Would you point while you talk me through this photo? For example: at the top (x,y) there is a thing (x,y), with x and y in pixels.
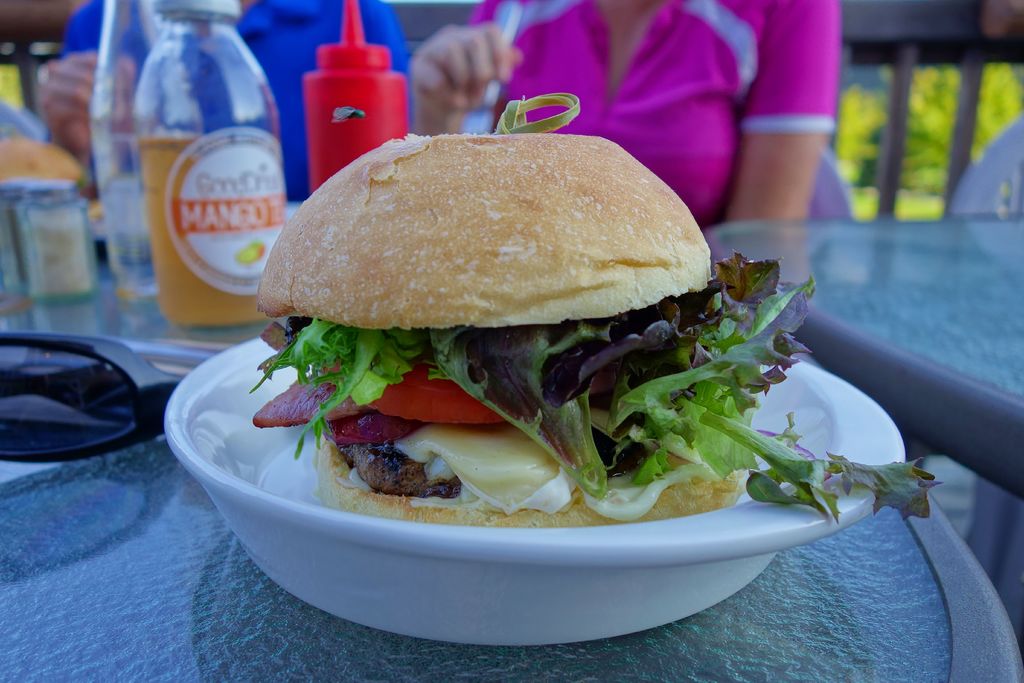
In this image I can see food (523,515) in a plate (249,367). In the background (702,144) I can see few people (268,73) and few stuffs (248,214) on this table (110,297).
